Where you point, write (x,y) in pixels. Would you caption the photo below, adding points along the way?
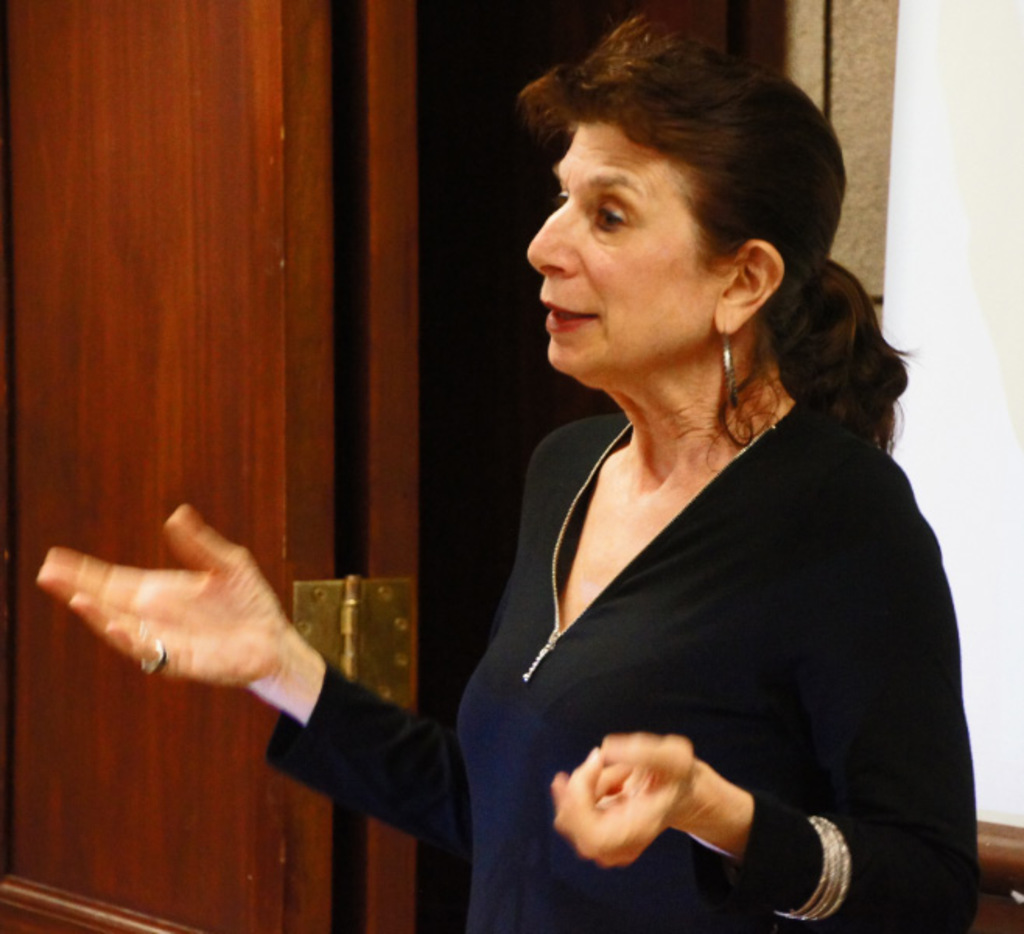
This picture seems to be clicked inside the room (687,636). In the foreground (744,528) we can see a woman (561,633) wearing black color dress (545,658) and standing. In the background (88,851) we can see the wall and a wooden object (76,745) seems to be the door (238,140) and we can see some other items (1021,841).
